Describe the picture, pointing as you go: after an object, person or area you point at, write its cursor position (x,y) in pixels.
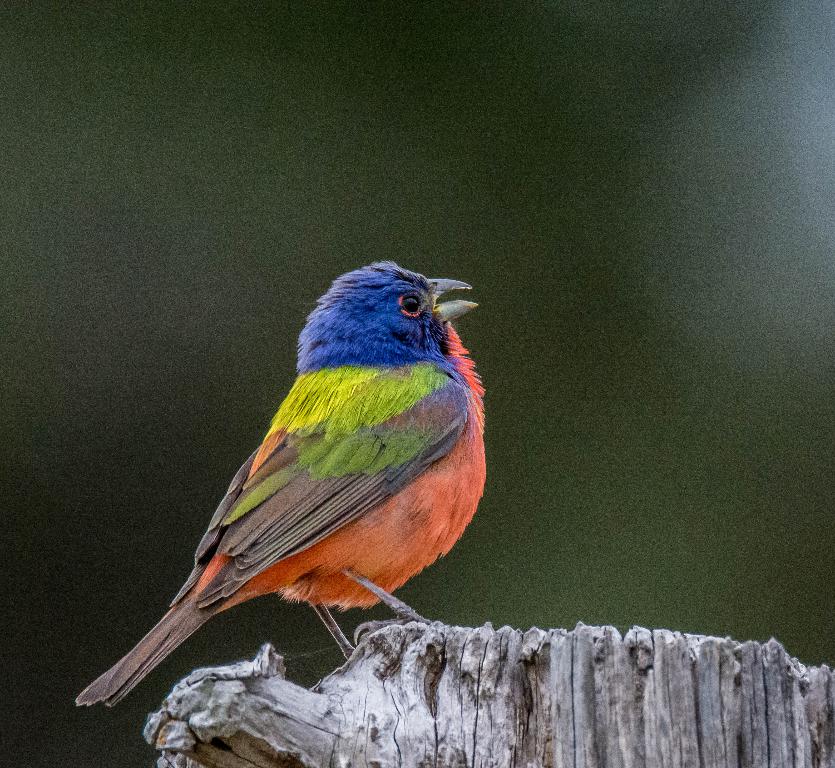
In this picture we can see a bird (367,404) on a wooden object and in the background (462,601) we can see it is blurry.
